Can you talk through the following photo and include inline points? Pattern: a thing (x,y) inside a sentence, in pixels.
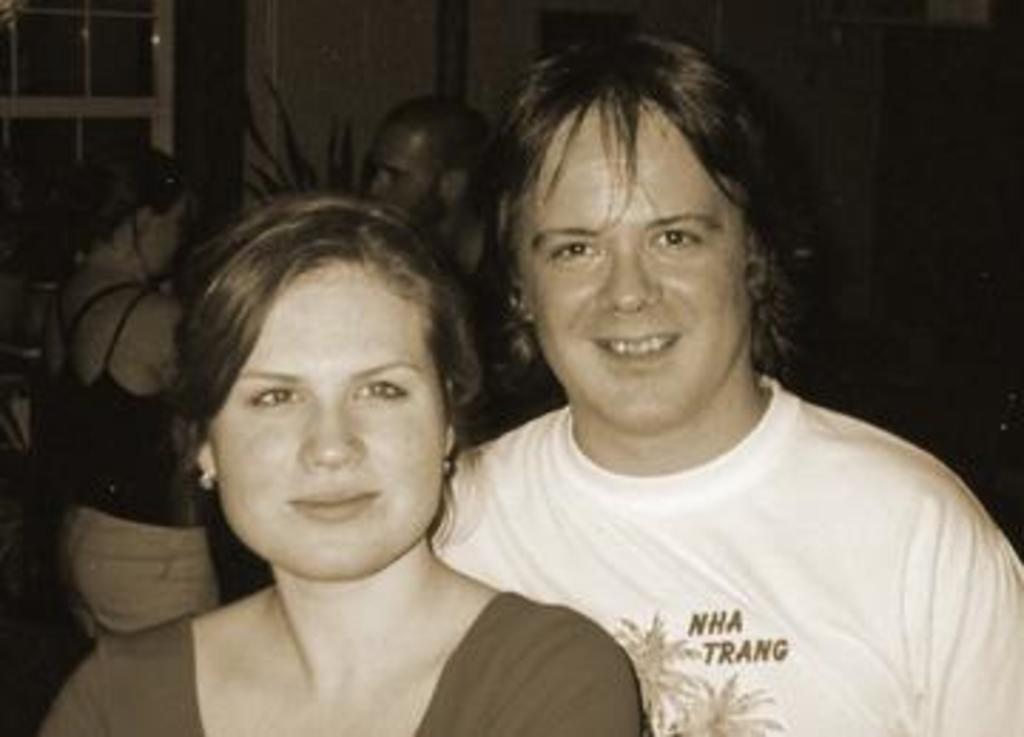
In this picture we can see a man (600,519) and a woman (465,601) in the front (476,587), they are smiling, in the background (381,171) there are two persons (390,181), we can see a window (133,78) on the left side (56,87), it is a black and white picture.
